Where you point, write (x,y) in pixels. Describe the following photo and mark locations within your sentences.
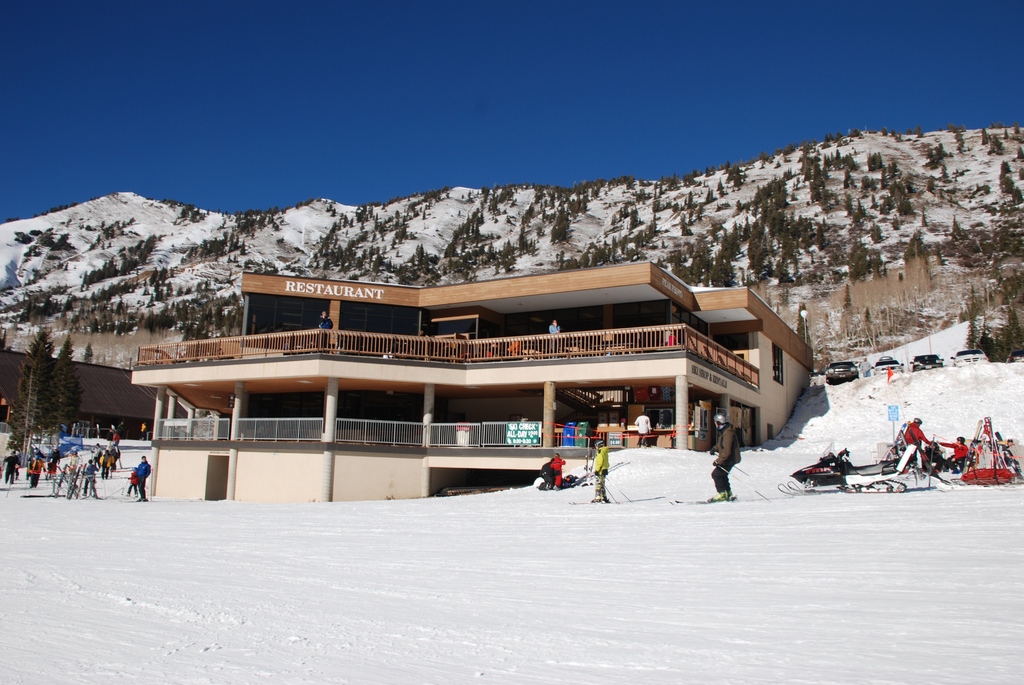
In this image we can see a group of people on the ground (763,597). In that some are skiing using the skis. We can also see some objects (902,479) on the ground (126,557), trees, some buildings (552,433), a board (517,442) on the railing (539,422) with some text (511,427) on it and some cars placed on the ground (887,389). On the backside (151,323) we can see a group of trees (79,329) on the ice hills (438,260) and the sky (447,153) which looks clear.
